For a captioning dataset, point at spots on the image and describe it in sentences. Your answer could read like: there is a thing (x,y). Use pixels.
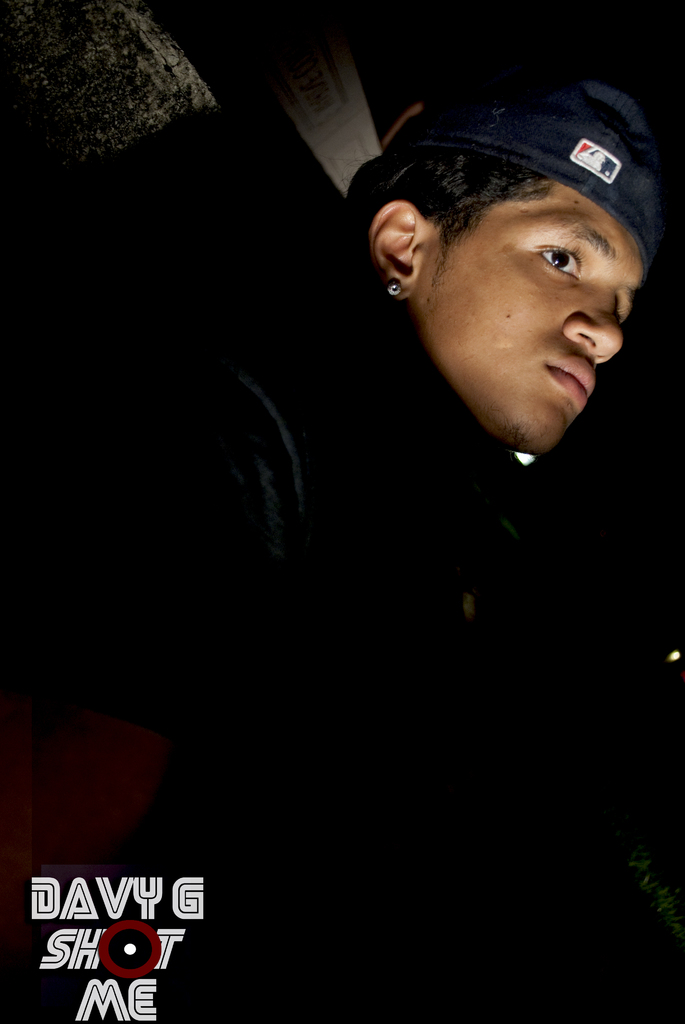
Here in this picture we can see a man (502,277) wearing a cap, standing over a place.
